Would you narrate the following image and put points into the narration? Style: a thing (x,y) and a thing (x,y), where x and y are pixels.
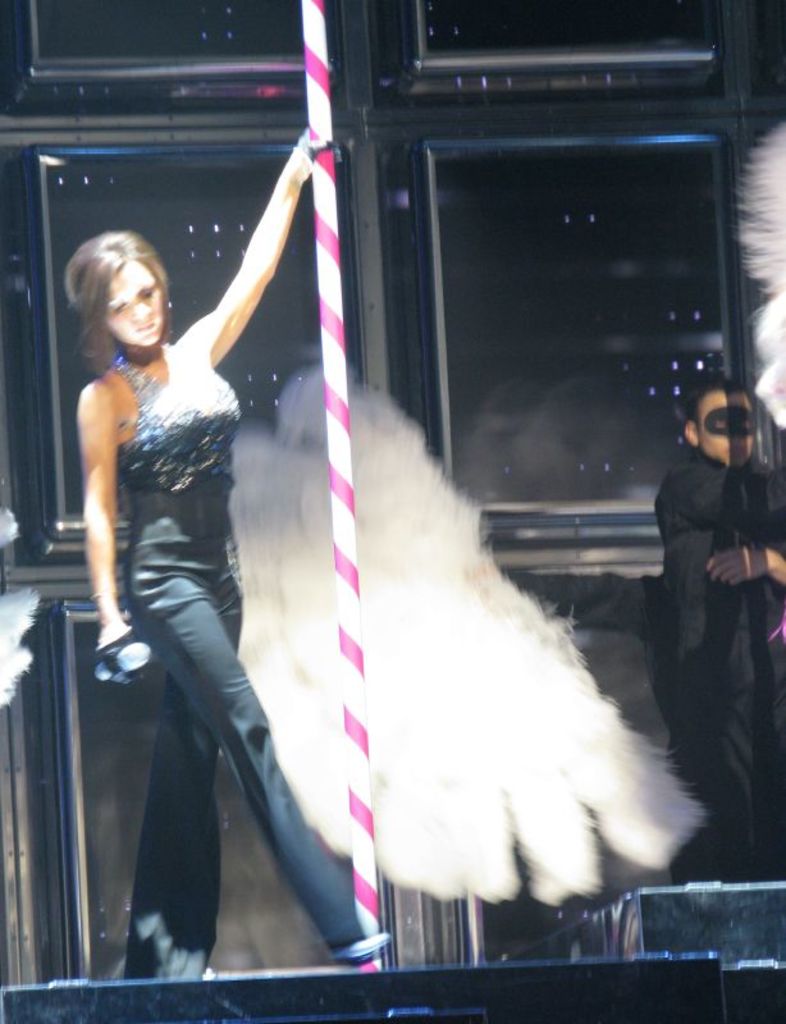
In this image, we can see a woman (343,882) standing and she is holding a pipe (345,569), on the right side (754,734) we can see a person (735,615) standing.
